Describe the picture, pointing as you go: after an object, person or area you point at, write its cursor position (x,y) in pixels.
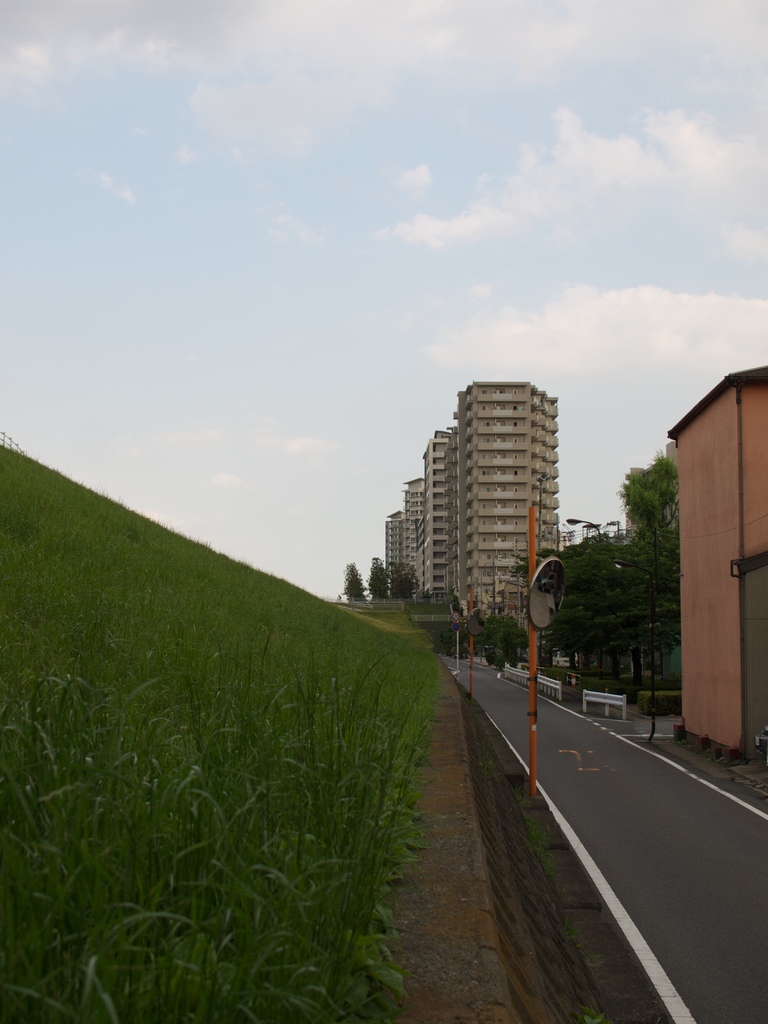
In this picture we can see the outside view of a city (428,576). On the right side (524,440) there are some buildings (735,676). And on the left side (90,711) there is grass (128,881). This is the road (581,825) and there is a pole (536,655). Even we can see many trees (649,509) on the right side (630,636). And on the background (383,219) there is a sky (383,329) with clouds (602,331).
